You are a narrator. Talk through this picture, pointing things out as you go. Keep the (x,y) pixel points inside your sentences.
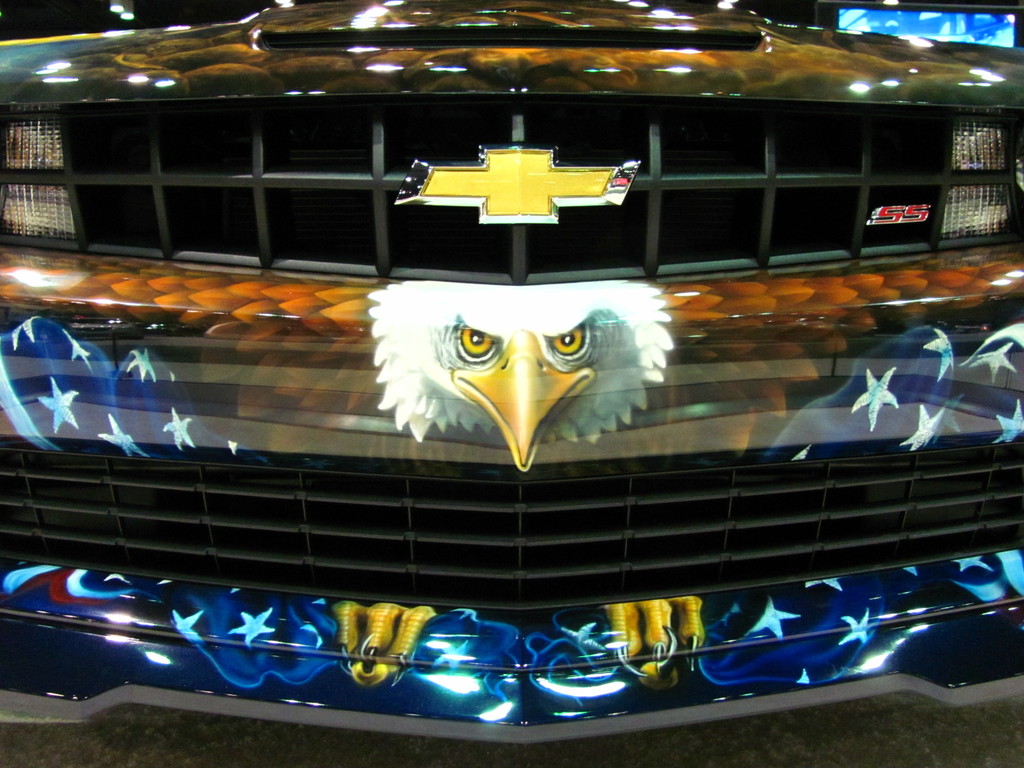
In the image we can see a vehicle (135,210) and there is a design (399,644) of an animal (447,392) on the vehicle (459,382). Here we can see a logo (511,195).
